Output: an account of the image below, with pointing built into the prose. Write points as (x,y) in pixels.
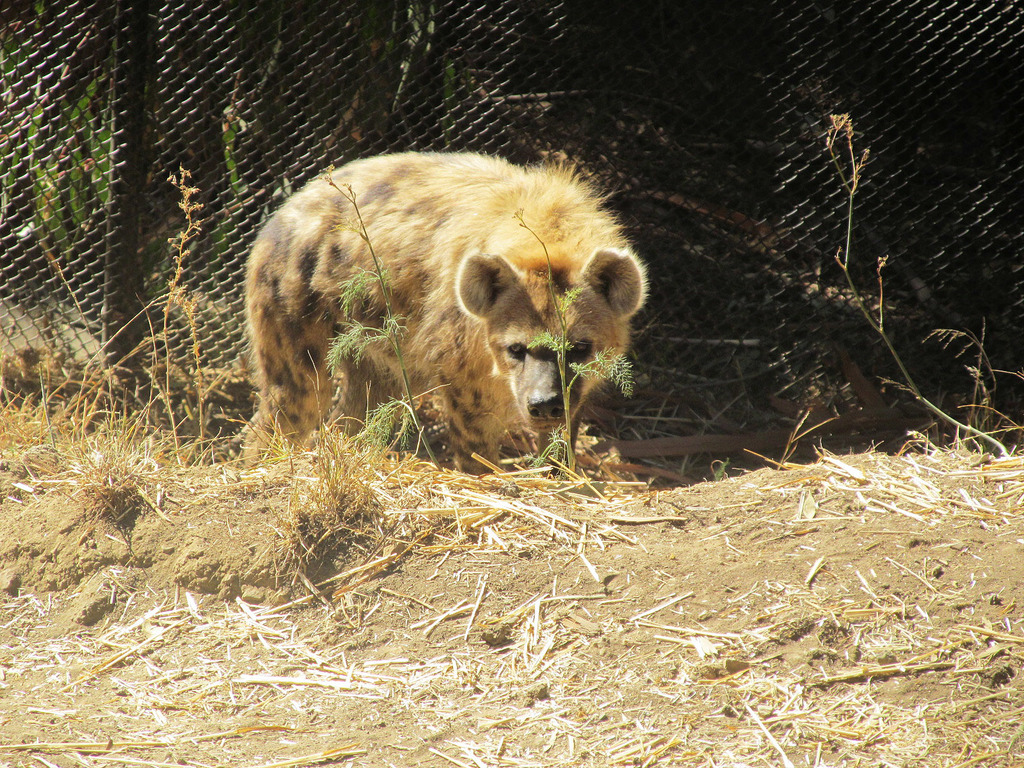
In the foreground of this image (530,399), there is a hyena (414,267). At the bottom (587,640), there is the land (749,613). In the background (446,94), there is a fencing (587,82).
